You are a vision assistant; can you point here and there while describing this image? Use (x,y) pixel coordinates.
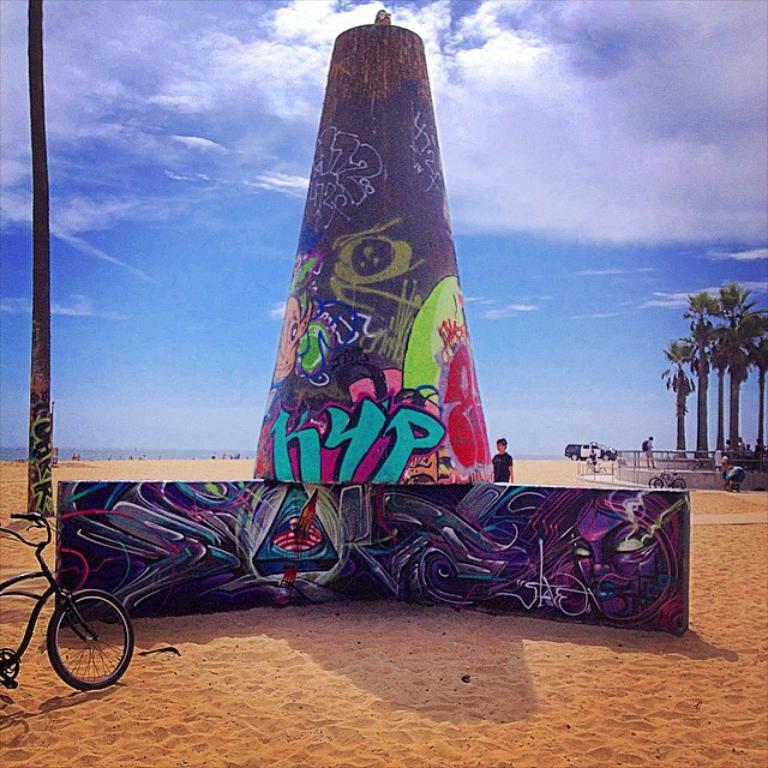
This picture contains a wall graffiti (357,510). Beside that, the man (500,453) in black T-shirt (505,464) is standing. On the left side (124,637), we see the bicycle (76,602) and behind that, we see a pole (36,507). At the bottom (327,698), we see the sand (476,632). On the right side (668,465), we see the bicycles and the railing (694,451) and people (647,452) are standing beside that. Behind them, we see a vehicle (586,446). At the top (211,43), we see the sky (153,270), which is blue in color.
